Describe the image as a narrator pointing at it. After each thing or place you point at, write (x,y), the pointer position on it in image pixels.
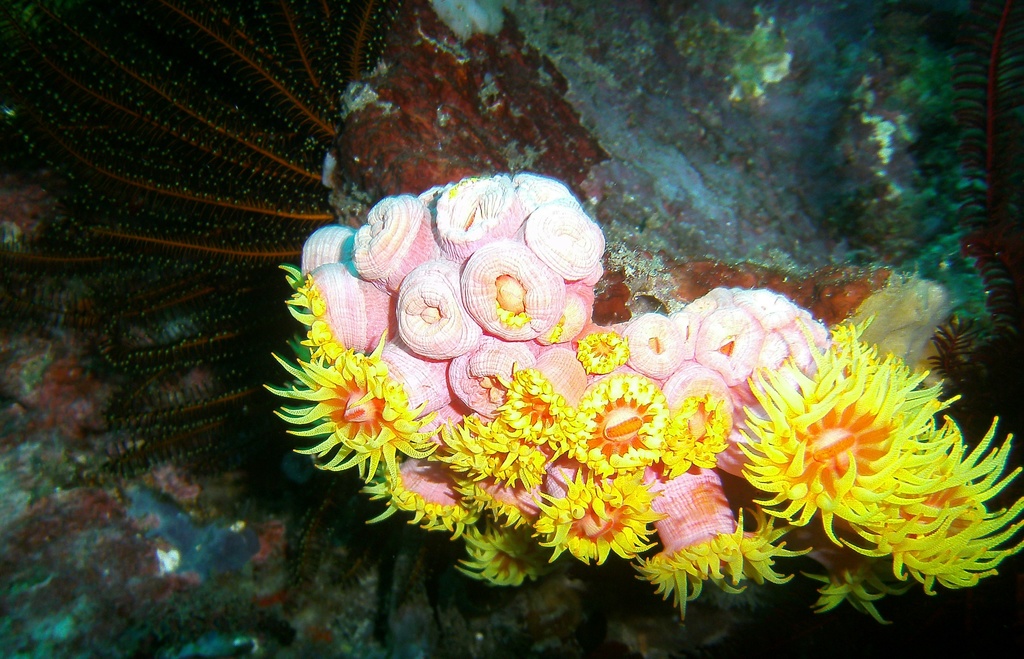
This image is taken under the water (275,497). In this image there are water plants (466,490).
